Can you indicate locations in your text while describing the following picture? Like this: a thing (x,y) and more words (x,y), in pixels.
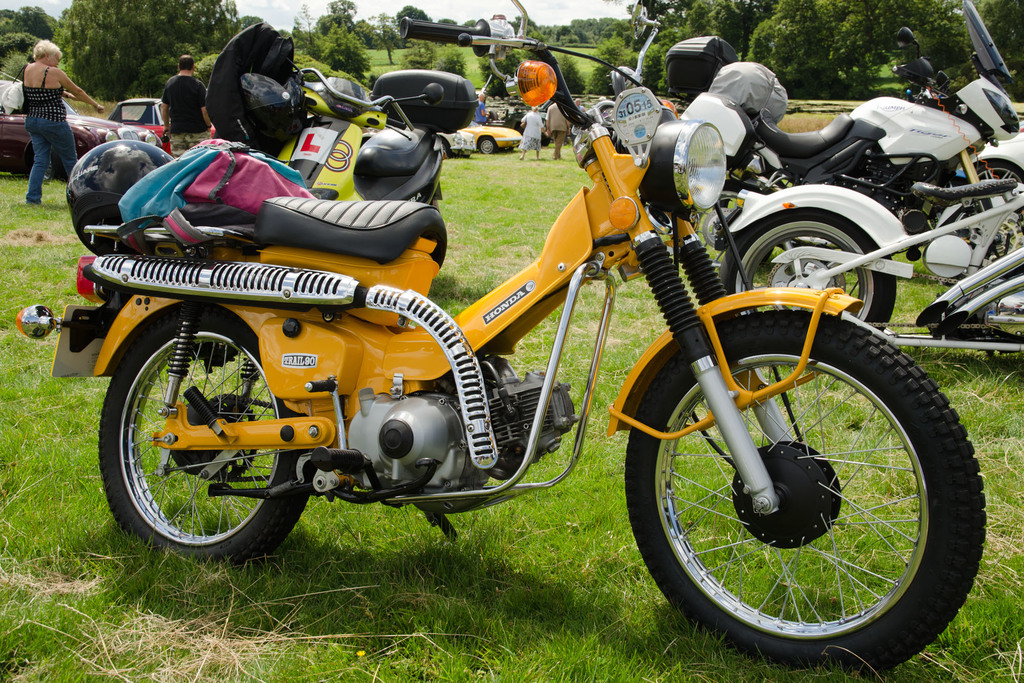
In this picture I can see the helmets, bags (190,184) and other objects (167,175) which are placed on the yellow color bike (407,300). In the back (762,155) I can see many cars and bikes (882,213) which are parked on the grass (600,293). Beside that I can see some people (31,100) are walking. In the background (663,90) I can see many trees (919,22), plants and grass (510,212). At the top (365,0) I can see the sky (497,8) and the clouds (527,2).
